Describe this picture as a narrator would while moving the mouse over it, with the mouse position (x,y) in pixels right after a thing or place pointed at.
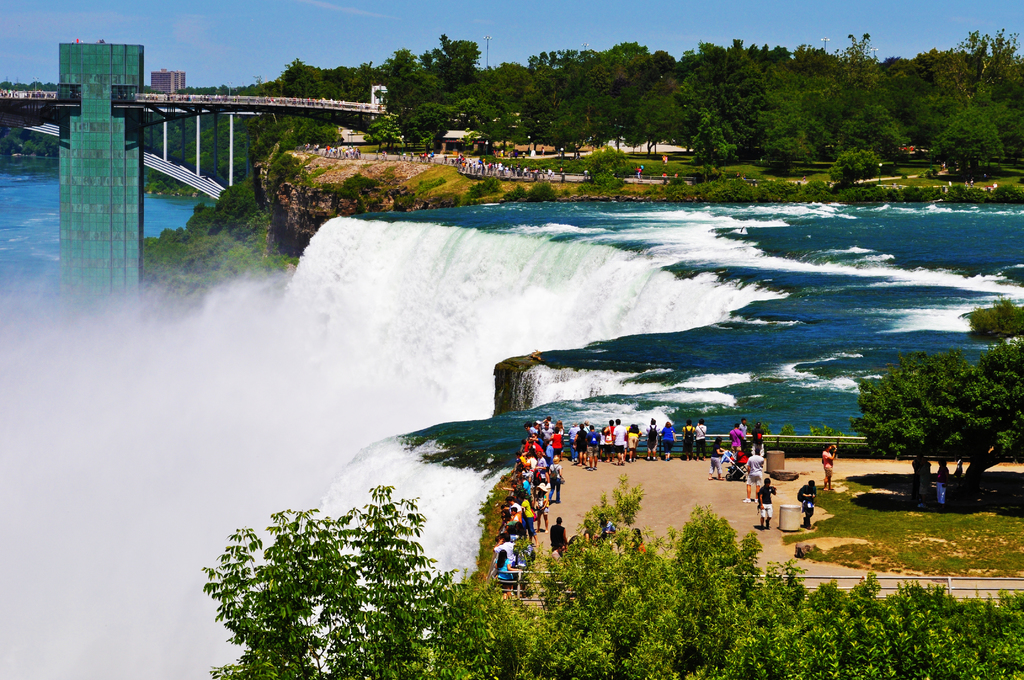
In this image we can see a waterfall (355,307), beside that we can see people (693,441) standing, we can see trees (796,627) and plants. And we can see a bridge (309,107) and pillar (74,179), we can see the building (167,76) in the background (180,84), at the top (733,33) we can see the sky (339,21) with clouds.
